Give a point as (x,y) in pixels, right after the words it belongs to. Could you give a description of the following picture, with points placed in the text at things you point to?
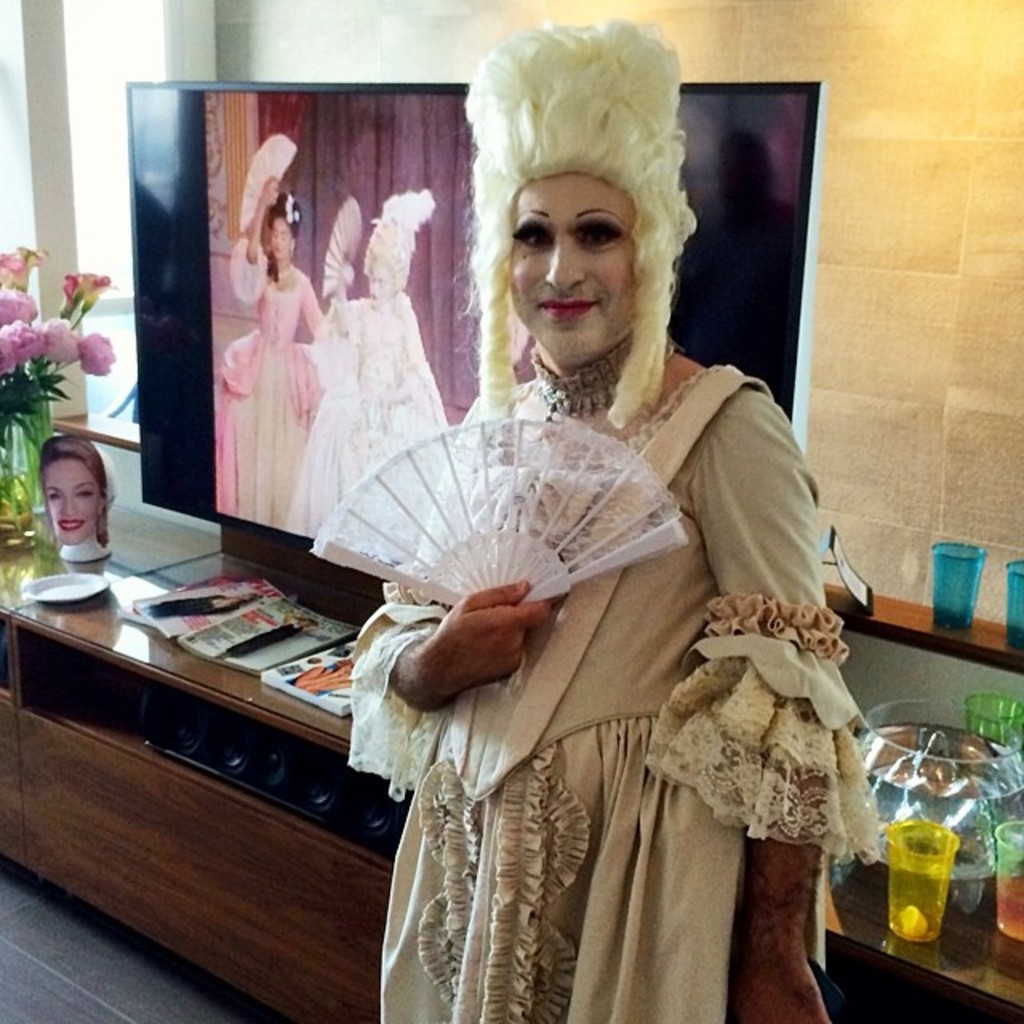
In the center of the image (620,610) we can see a person (620,610) standing and holding a fan (435,552). He is wearing a costume (650,944). In the background (131,735) there is a table (328,712) and we can see glasses (910,846), jar (894,770), books (338,666), flower vase (15,452) and some objects (84,584) placed on the table (197,780). We can see a screen (272,506) and there is a wall (900,277).
